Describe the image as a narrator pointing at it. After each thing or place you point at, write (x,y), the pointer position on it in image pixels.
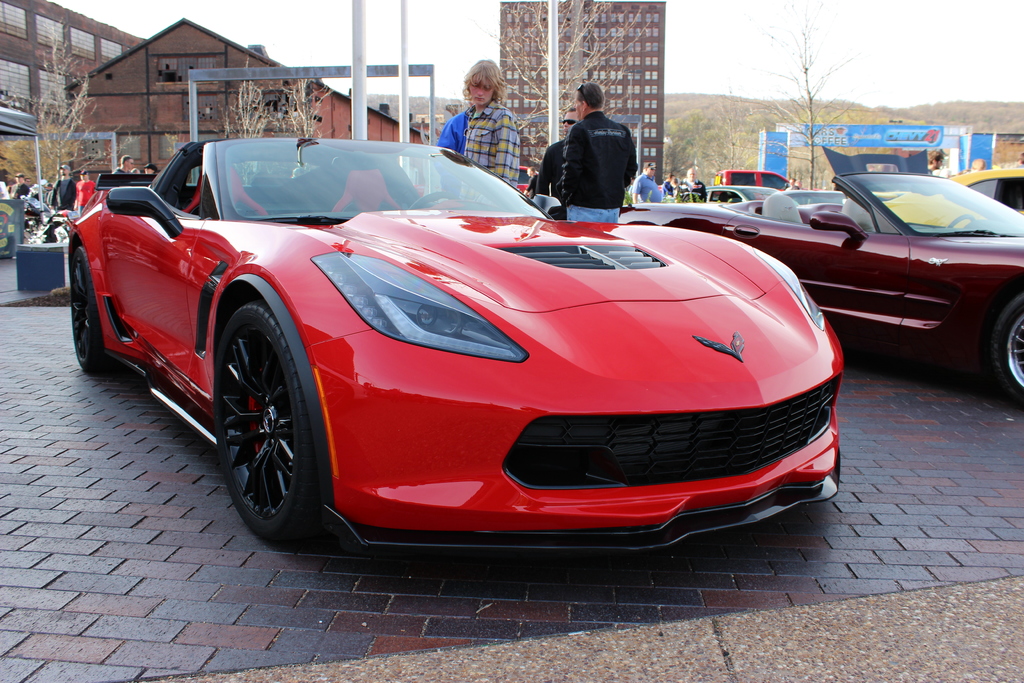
This image consists of cars (668,219). In the front (585,388), the car (586,419) is in red color. And there are many people (555,164) in this image. In the background (508,28), there are buildings (524,35) and skyscrapers (570,65). And we can also see many trees (967,110) along with mountains (769,112). At the top (306,42), there is sky (784,42). At the bottom (319,600), there is a road (159,564).
